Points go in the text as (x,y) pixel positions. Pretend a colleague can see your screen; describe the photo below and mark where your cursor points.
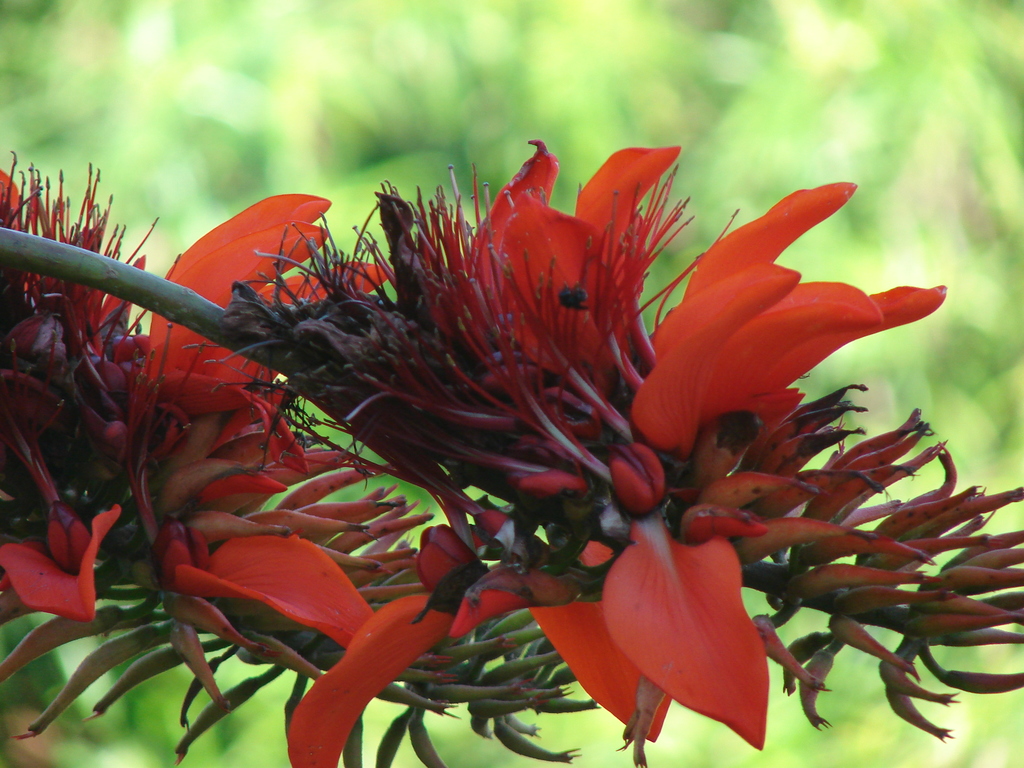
In the foreground (553,267) there are flowers (138,474) and stem (66,264). In the background (456,69) there is greenery (271,723).
